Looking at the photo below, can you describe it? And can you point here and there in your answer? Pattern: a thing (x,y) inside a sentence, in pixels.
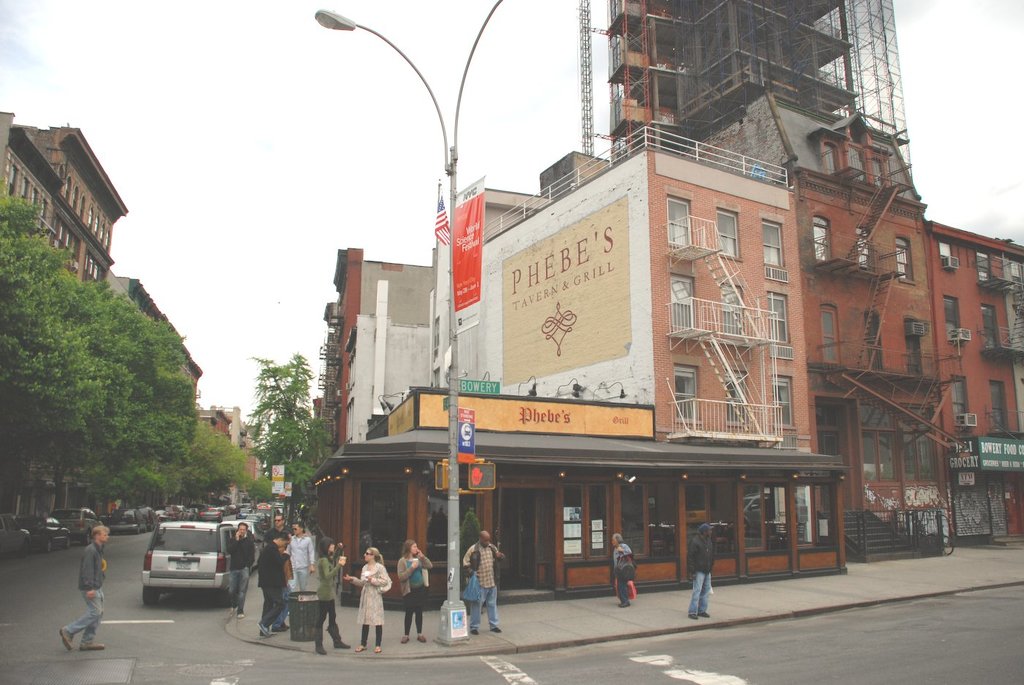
In the picture I can see the buildings (101,223). I can see a building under construction on the top right side (775,86). There are trees (140,405) on the side of the road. I can see a few people (287,575) on the side of the road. I can see the cars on the road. I can see a flag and a banner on the pole (451,195). There are clouds (525,132) in the sky (510,128).
